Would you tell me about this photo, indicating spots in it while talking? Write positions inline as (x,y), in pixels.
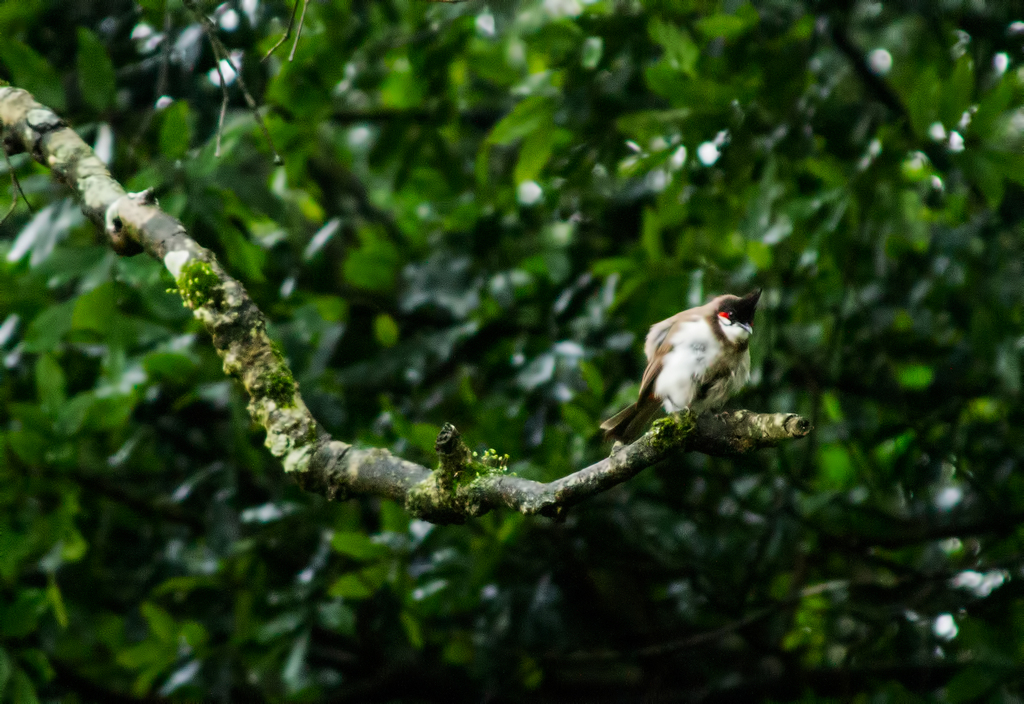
In the picture I can see a bird (648,403) on a branch (496,479). In the background (540,449) I can see trees (429,232). The background of the image (475,291) is blurred.
